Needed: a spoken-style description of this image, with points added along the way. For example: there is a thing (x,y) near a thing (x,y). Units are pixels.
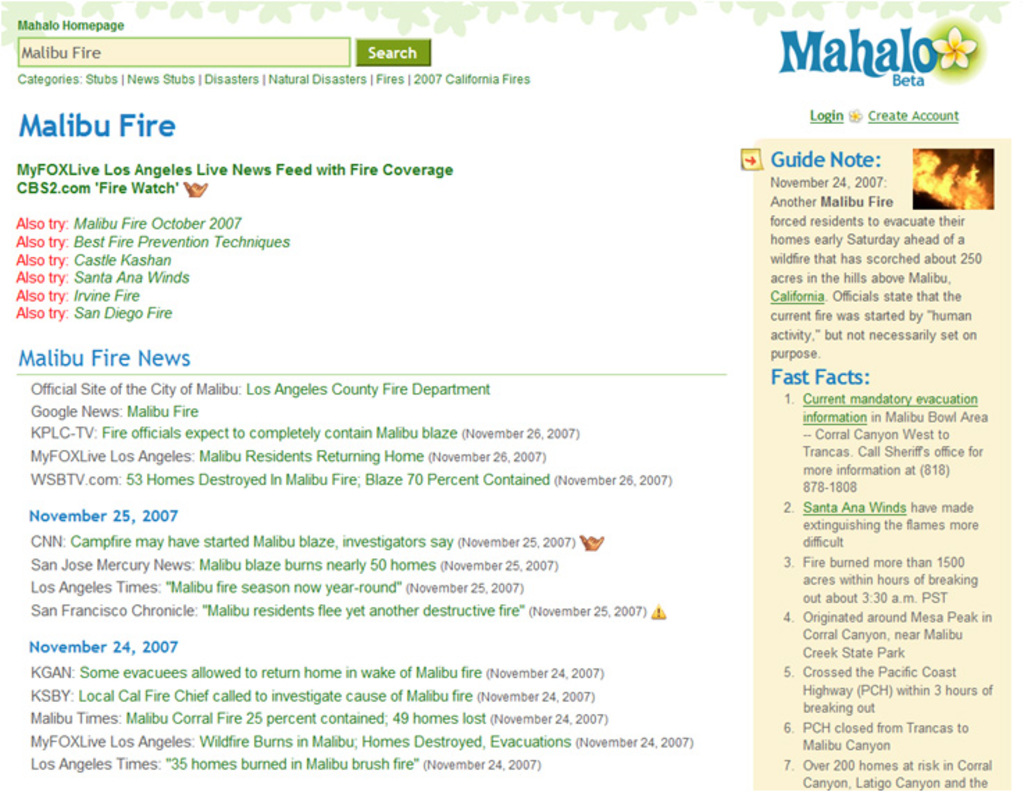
This image consists of a poster (895,687) or a web page (682,595). In which there is a text (364,674). On the right (948,199), we can see the picture of fire (936,162).
